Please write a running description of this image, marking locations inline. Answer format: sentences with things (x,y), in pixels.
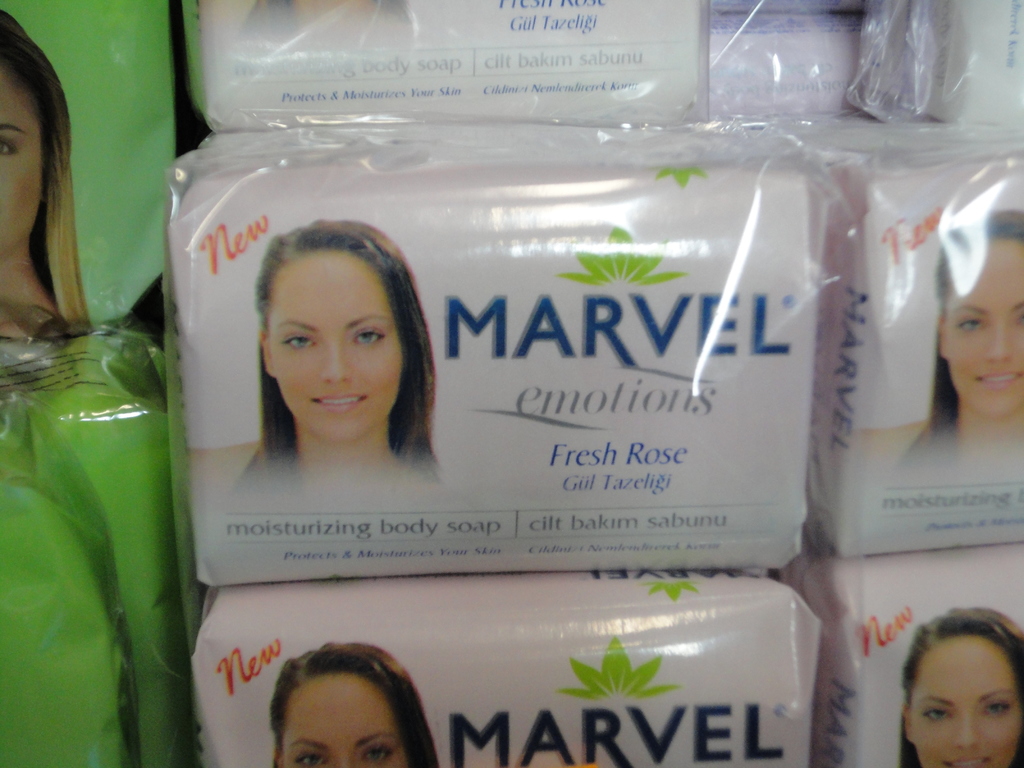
There are few white color objects (666,365) which has marvel emotions (612,351) written on it.
